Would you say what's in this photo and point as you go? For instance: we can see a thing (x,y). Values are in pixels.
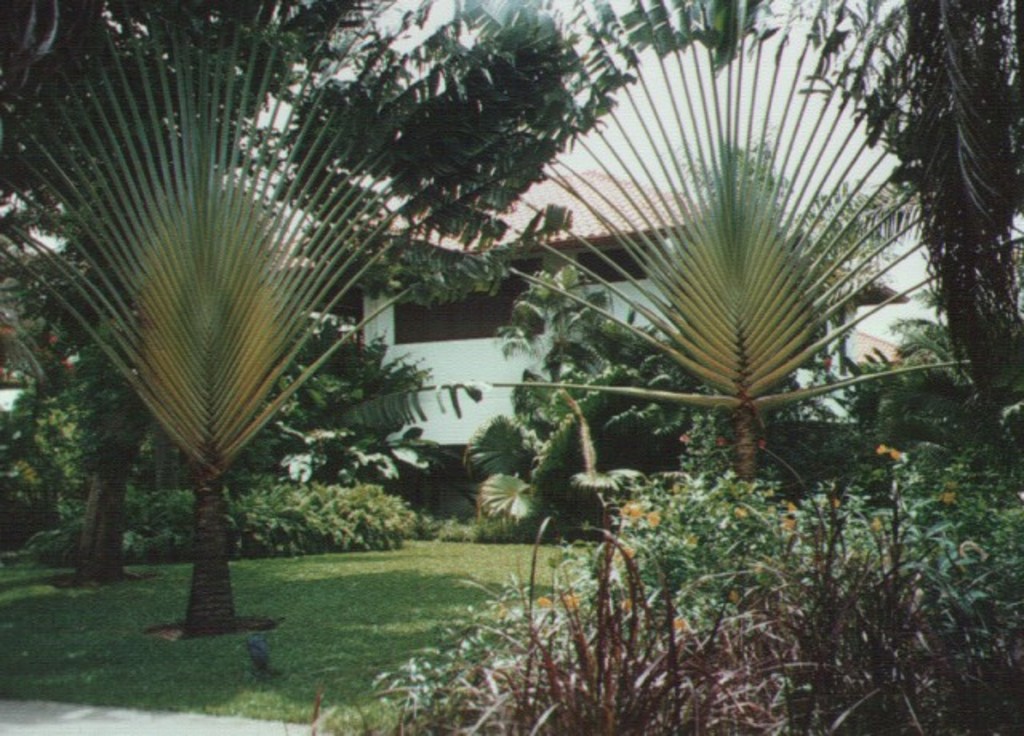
In this image we can see trees (232,598), grass (365,597), plants (522,619) and building (462,350). In the background (668,94) there is sky (641,89).
